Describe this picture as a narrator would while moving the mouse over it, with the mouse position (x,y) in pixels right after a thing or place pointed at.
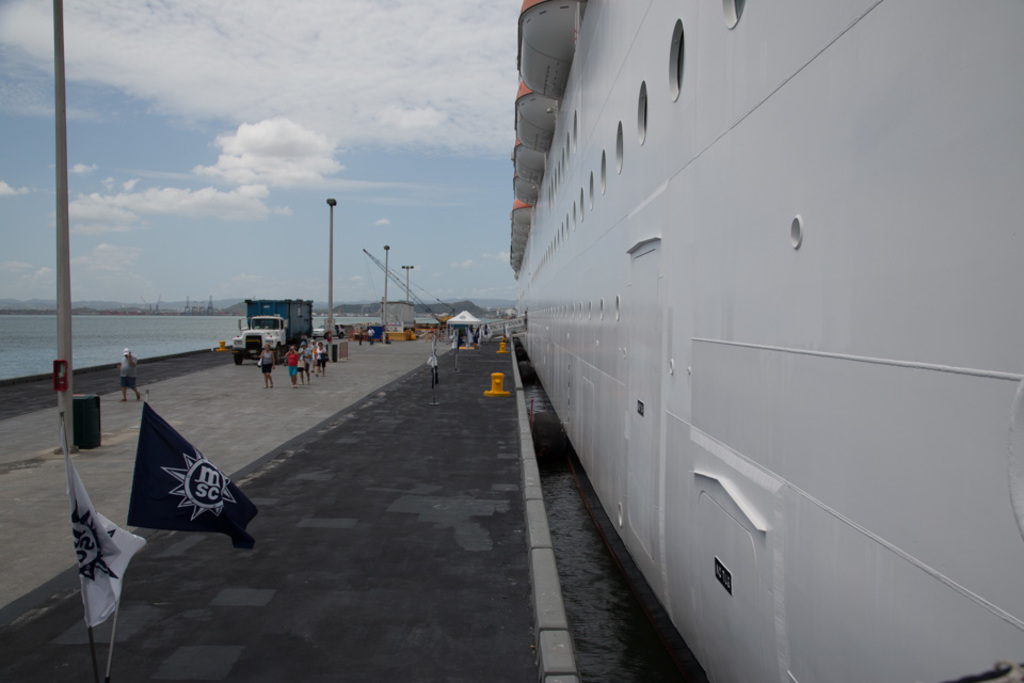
In this image there are a few people (292,367) walking on the dockyard (291,430), on the dockyard (281,422) there are lamp posts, flags (181,444), trucks (283,334) and tents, on the right side of the dockyard (480,349) there is a ship (527,310), on the left side (144,348) there is sea (126,325), in the background of the image (31,307) there are cranes (155,299) and mountains (97,311), at the top of the image (199,109) there are clouds (221,150) in the sky (420,231).
